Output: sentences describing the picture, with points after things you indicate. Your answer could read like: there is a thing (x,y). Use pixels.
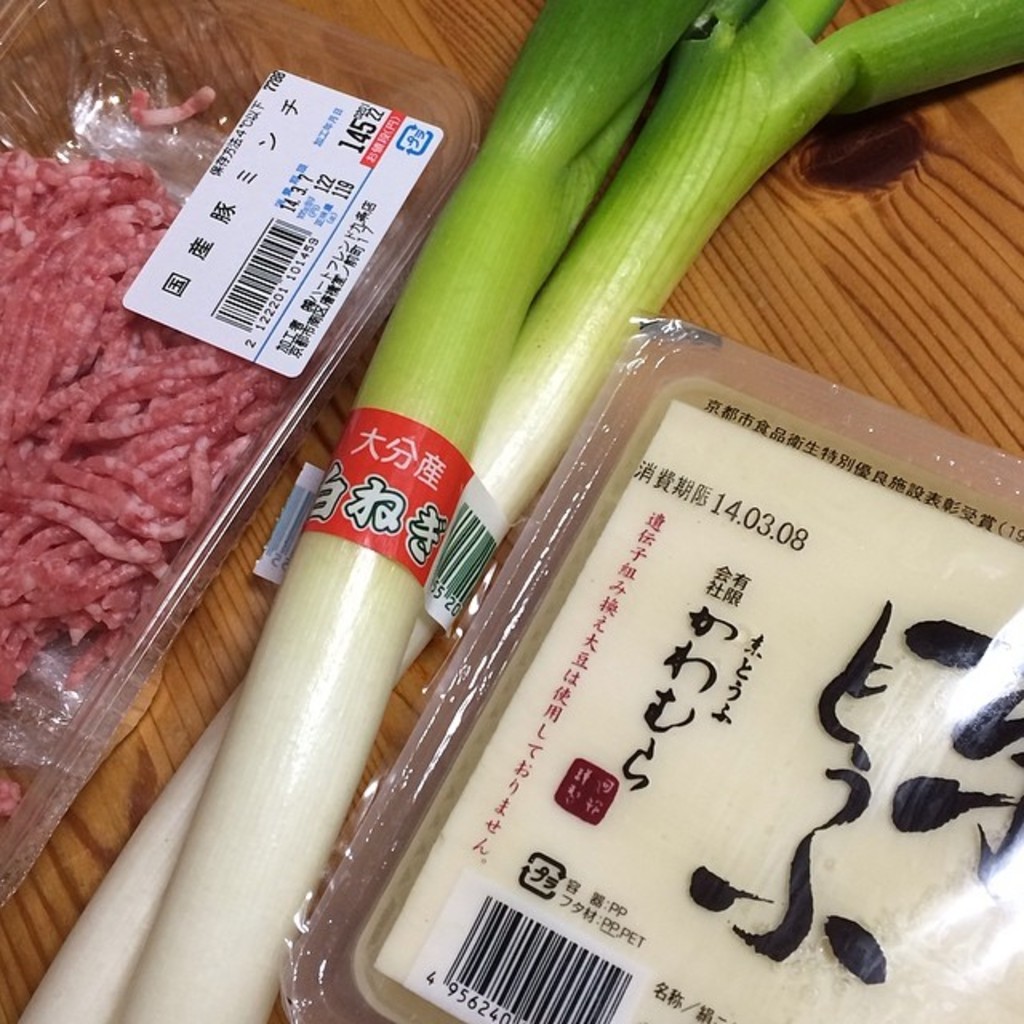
In this image I can see two plastic boxes (246,459) which has some food items (620,544). I can also see some other food items (454,431) on a wooden surface (874,334).
